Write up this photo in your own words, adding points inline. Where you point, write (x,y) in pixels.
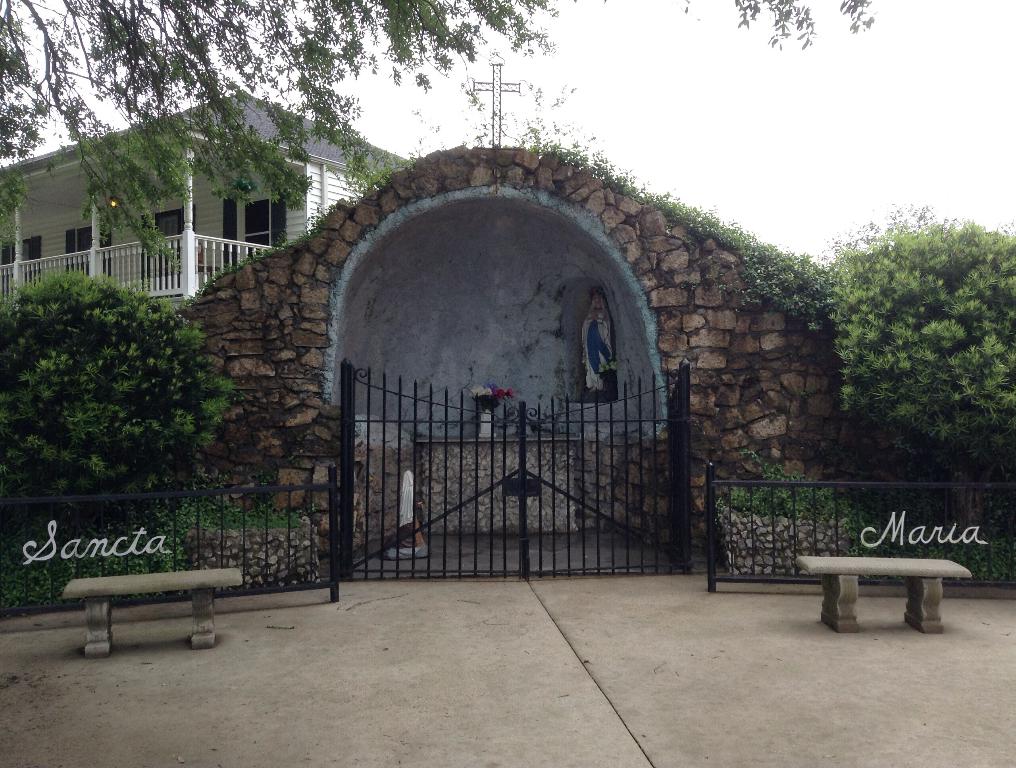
This looks like an arch (642,278), which is built with the rocks (306,273). I can see a sculpture (598,379), which is placed here. This looks like a table (485,454) with a flower vase (485,425) on it. I can see an iron gate (681,512). These are the barricades (199,535). This looks like a building (35,219) with the windows (167,228). I can see the trees (143,342) and small plants (204,507). These are the two benches (139,584). I can see the watermarks (88,553) on the image. This is the sky (770,199). This looks like a holy cross symbol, which is at the top of an arch (459,167).
